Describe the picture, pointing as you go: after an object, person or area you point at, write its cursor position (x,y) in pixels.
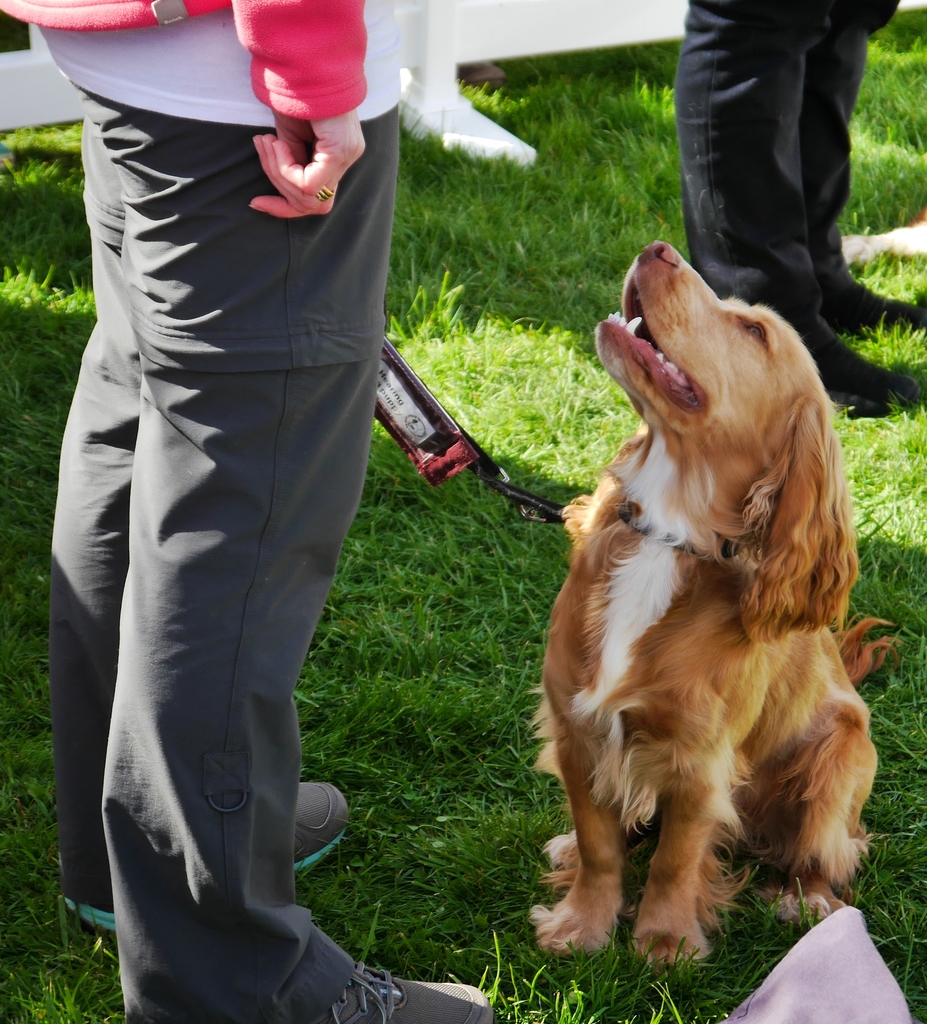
In this image we can see two persons (735,166) standing on the grass field (510,813). One person (295,716) is holding a dog (624,468) with its leash (562,511). In the background (596,18) we can see a wooden fence (577,20).
